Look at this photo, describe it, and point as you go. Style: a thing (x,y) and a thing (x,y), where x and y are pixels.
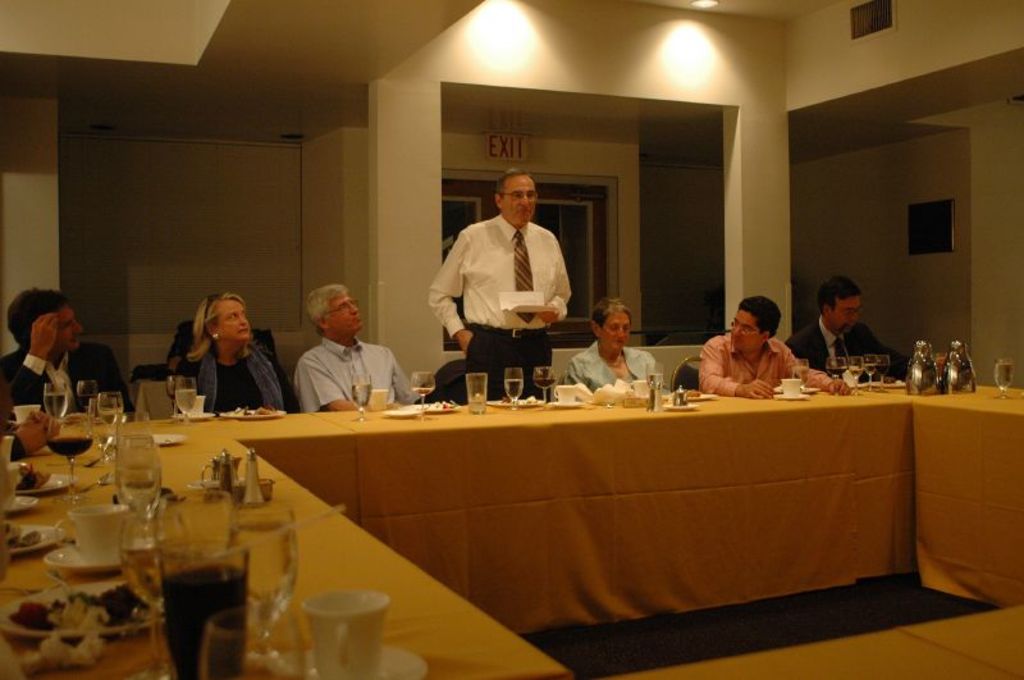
In the given image we can see that, this man (472,283) is standing and the rest (76,403) are sitting. This is a table (241,457) on which wine glass (117,489), tea cup (82,525) and food (81,601) in plate (118,612) are kept.
